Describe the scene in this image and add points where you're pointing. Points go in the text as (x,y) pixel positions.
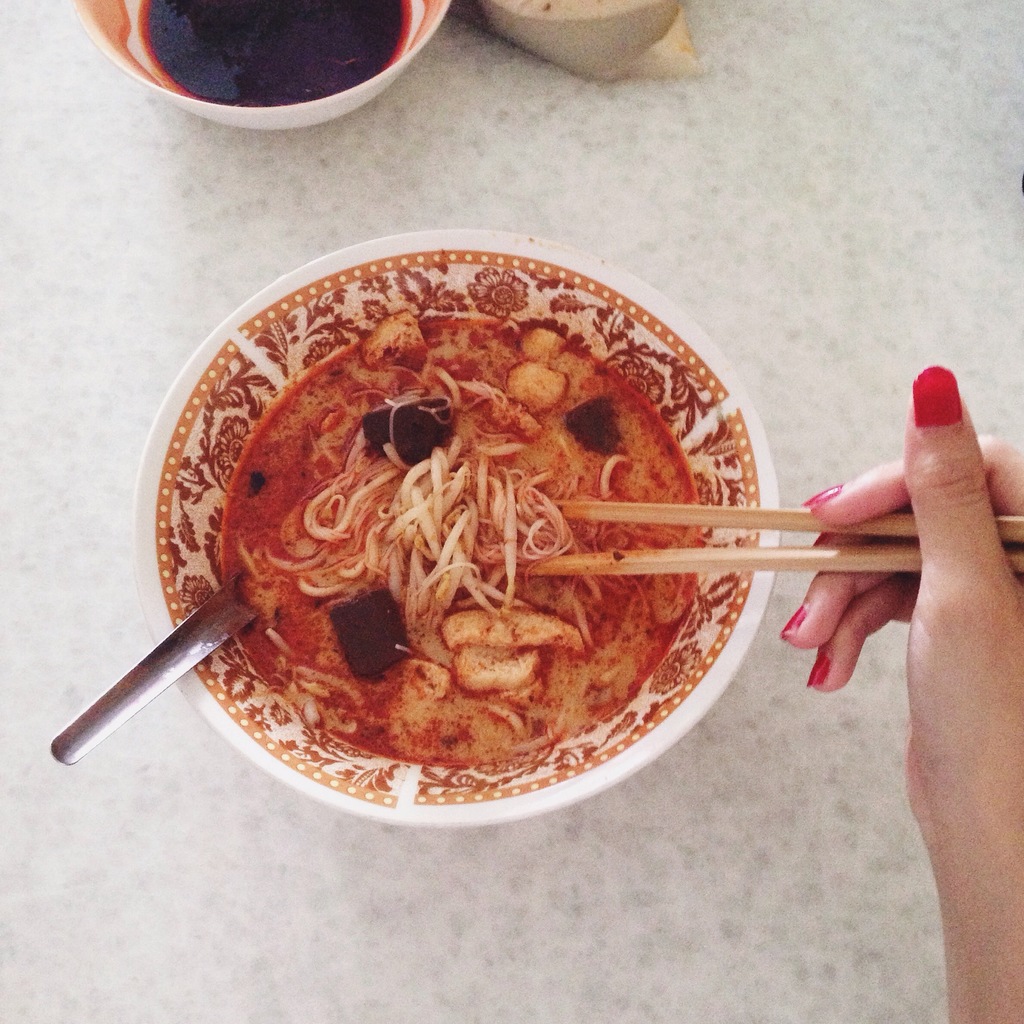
We can see bowls (204,575), spoon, food (438,577), sticks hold with hand (970,652).
